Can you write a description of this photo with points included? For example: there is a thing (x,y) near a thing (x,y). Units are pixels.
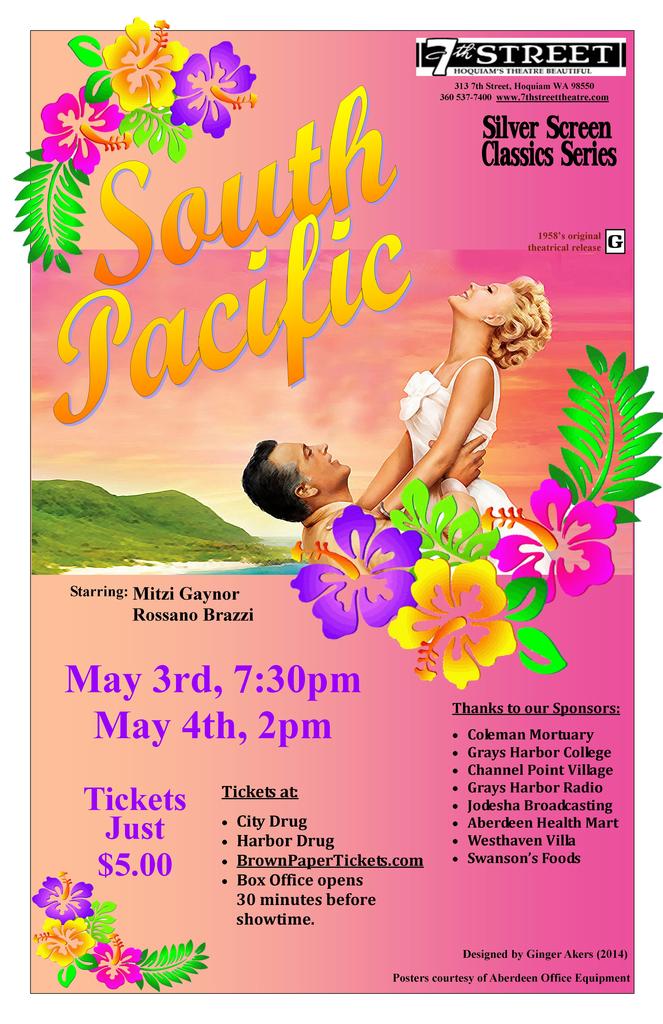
This is an edited image. In this image we can see a man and a woman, the hills (194,519) and some pictures (363,578) of flowers (425,586) on it. We can also see some text (319,903) on the image.
